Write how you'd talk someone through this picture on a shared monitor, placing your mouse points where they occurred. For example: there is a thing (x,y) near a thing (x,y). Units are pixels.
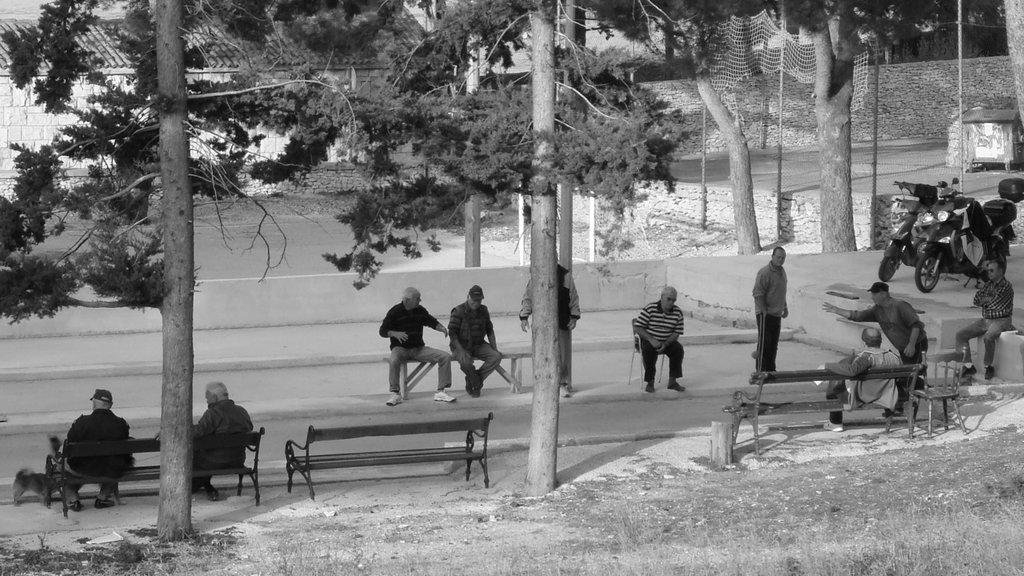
In this image in the center (472,368) there are persons (664,337) sitting and standing and there is an empty bench (395,451), there are trees (315,149) and vehicles (917,232). In the background (683,186) there is a wall (39,109) and there is a net (784,64).
